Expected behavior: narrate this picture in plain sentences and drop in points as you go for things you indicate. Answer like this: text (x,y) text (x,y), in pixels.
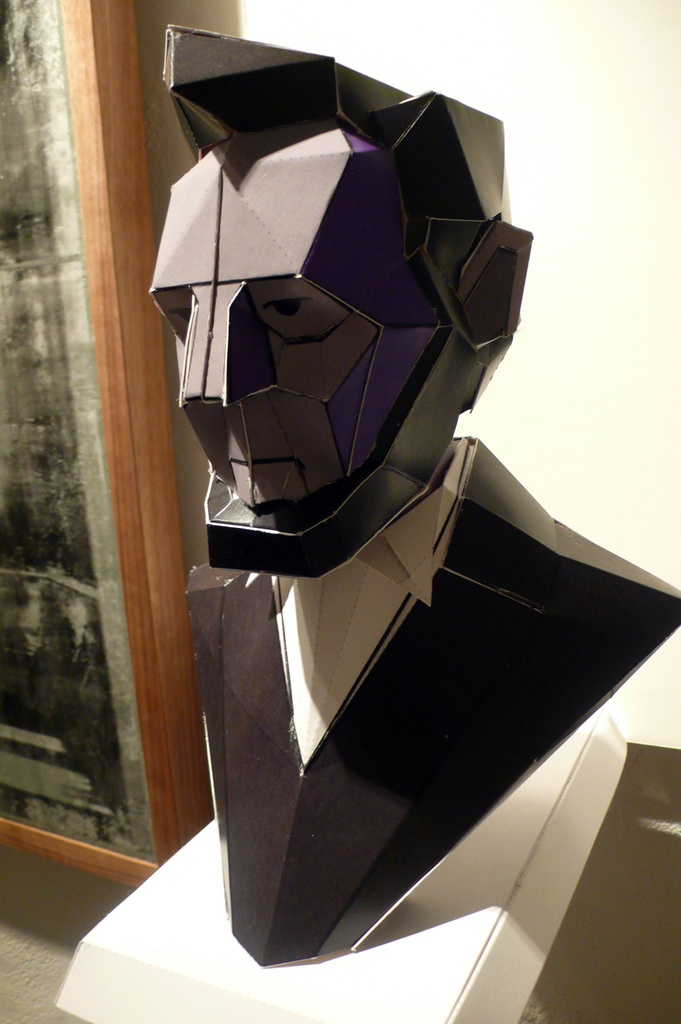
In this image I can see the statue (385,775) of the person (375,725) which is in black and white color. In the background (68,575) I can see the board (68,575) and the wall (594,424).
